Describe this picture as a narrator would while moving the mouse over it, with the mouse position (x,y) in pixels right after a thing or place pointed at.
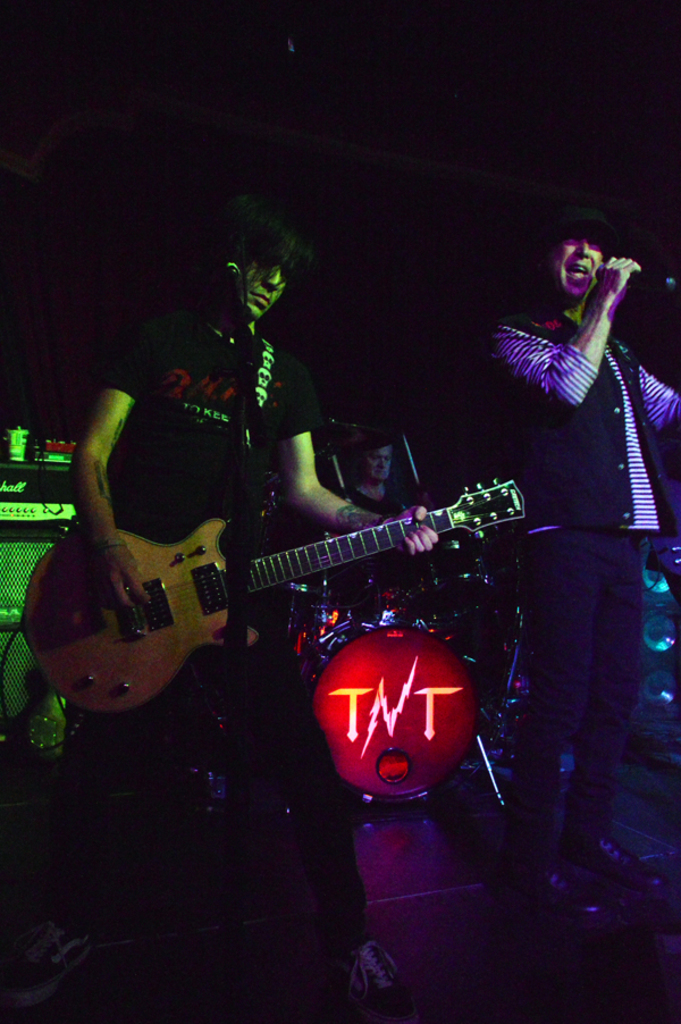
In the image we can see there is a man (159,716) who is standing and holding guitar (290,570) in his hand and a person (594,389) is holding mic (648,281) in his hand (614,272). At the back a man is playing a drum set (413,624).
